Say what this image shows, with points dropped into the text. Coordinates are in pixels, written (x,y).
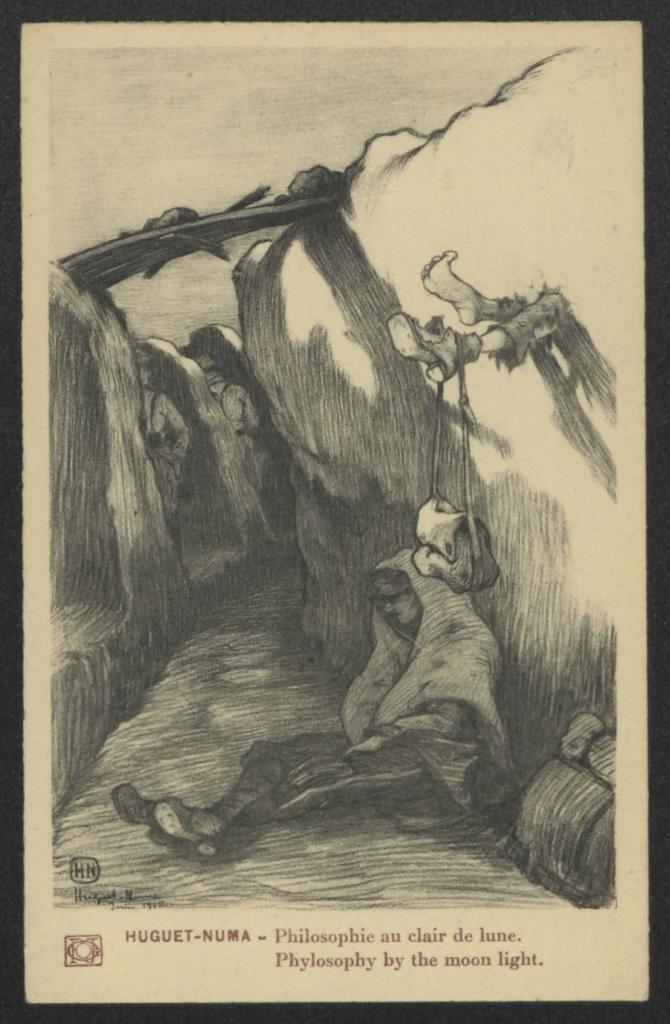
In this image we can see drawing (301,705) of a person (363,739) sitting on the ground (324,865). On the sides there are walls (283,452). Also there is a bridge (173,233) across the walls (277,274). And we can see legs (506,336) of a person (450,336). On the leg (449,367) there is a bag (456,556) hanged. At the bottom (290,934) something is written.
